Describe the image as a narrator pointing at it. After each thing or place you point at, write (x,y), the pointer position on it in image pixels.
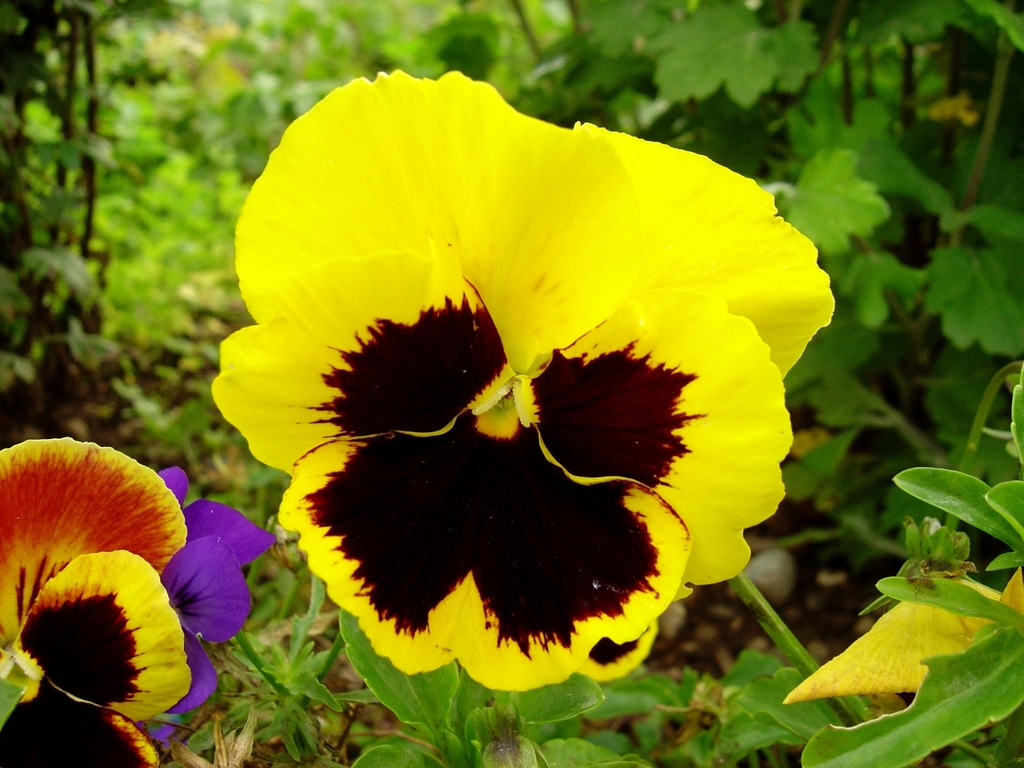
In this picture there are flowers (546,388) in the image and there are plants (170,373) in the background area of the image (637,704).
